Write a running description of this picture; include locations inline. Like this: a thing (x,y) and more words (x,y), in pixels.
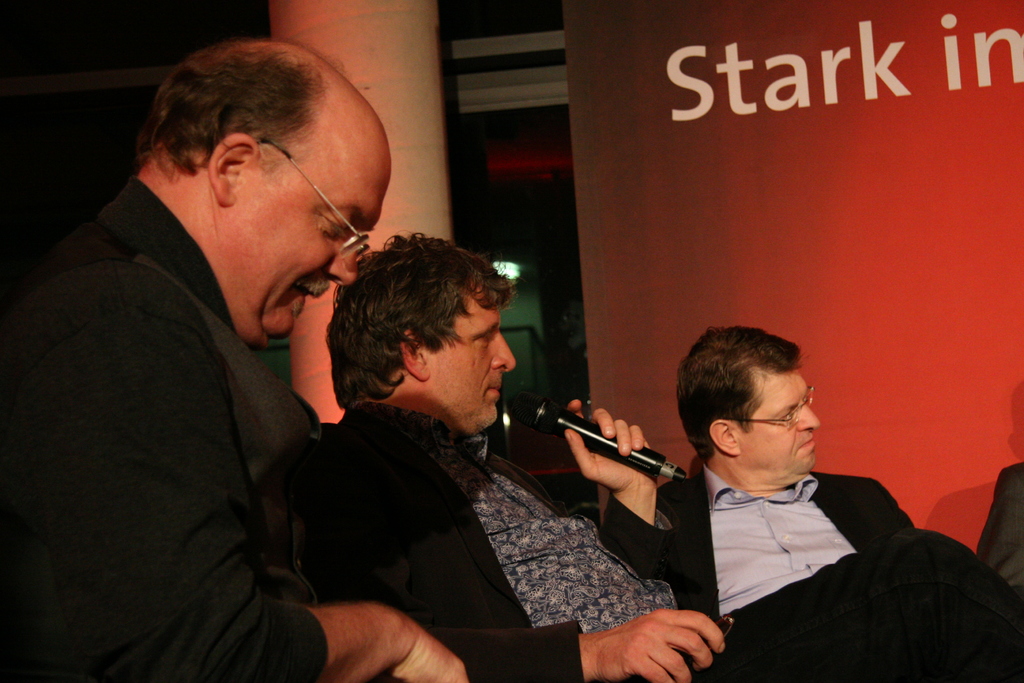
The person (593,530) in the middle (539,423) is sitting and holding a mic (558,423) in his hands (609,427) and there are two other persons (258,444) sitting on the either side of him and there is a red board (821,249) with something written on it in the right corner (849,255).
